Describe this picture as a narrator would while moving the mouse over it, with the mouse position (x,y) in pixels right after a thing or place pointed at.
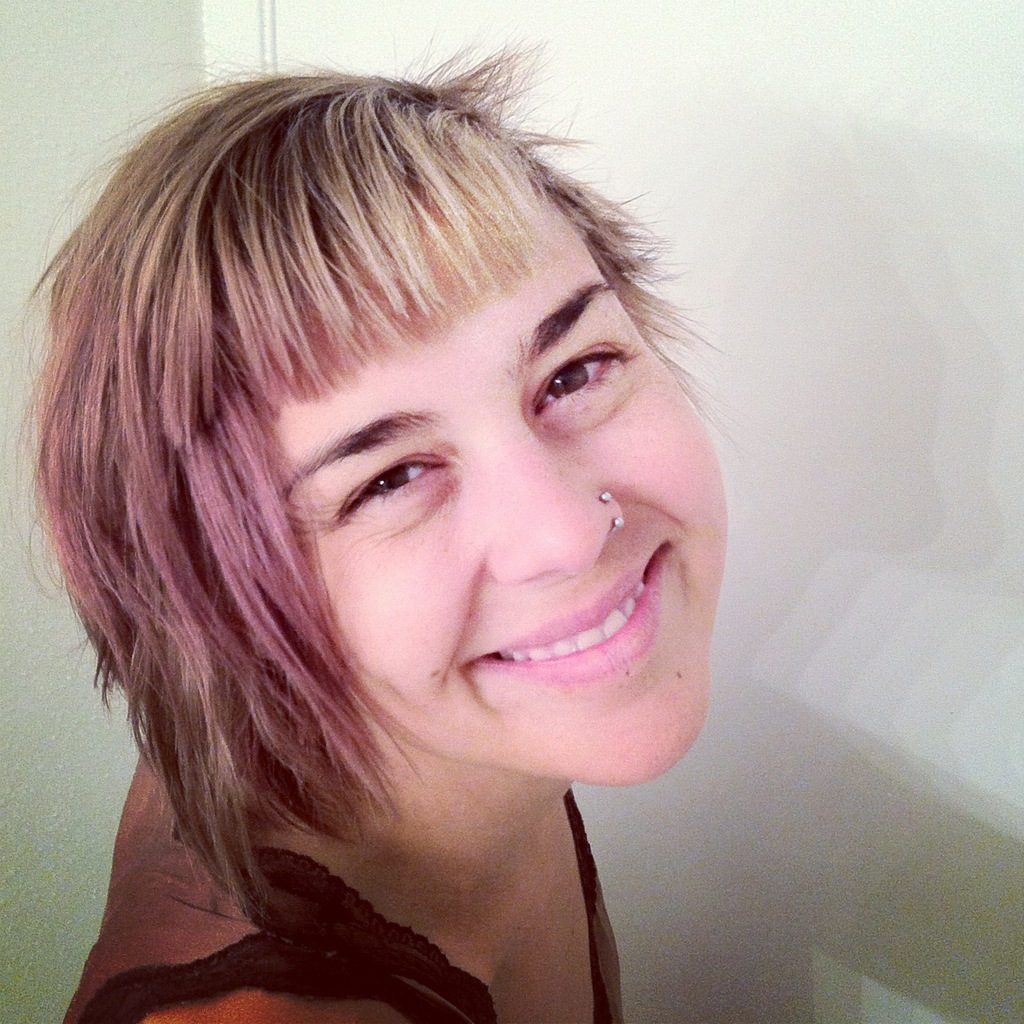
In the image there is a lady (340,618) smiling. There is a nose ring (619,519) on her nose (602,524). Behind her there is a white background (911,140).
